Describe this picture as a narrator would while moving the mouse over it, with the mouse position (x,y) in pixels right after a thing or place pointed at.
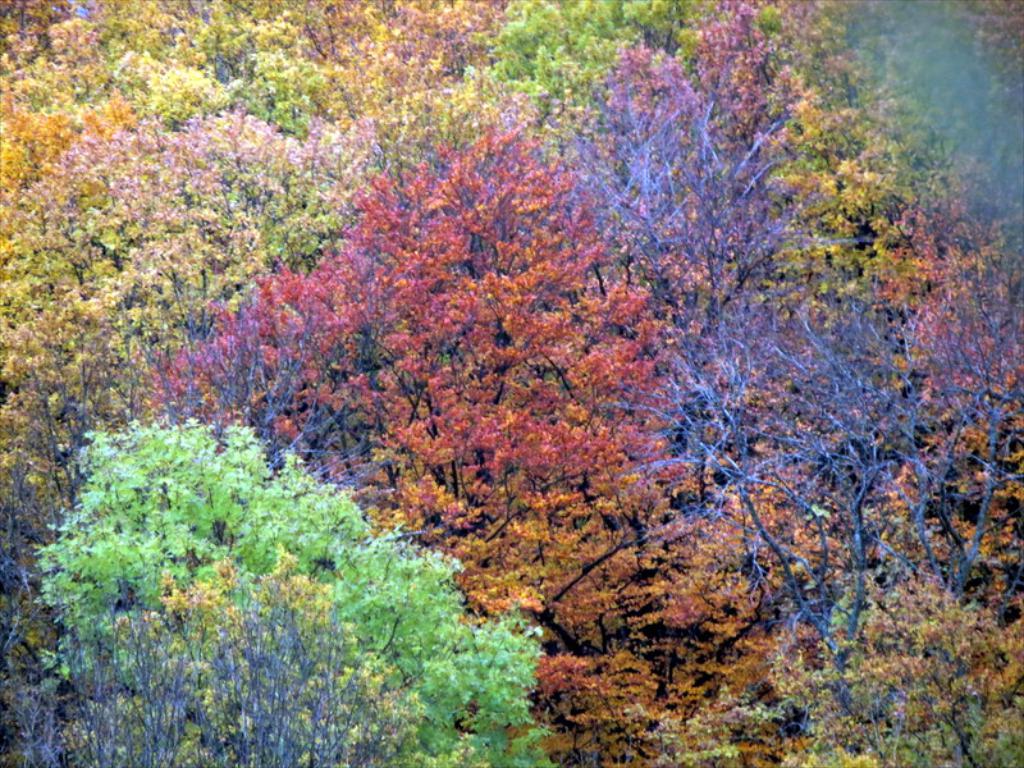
In this picture we can see trees (196,295) with colorful leaves (402,398).
